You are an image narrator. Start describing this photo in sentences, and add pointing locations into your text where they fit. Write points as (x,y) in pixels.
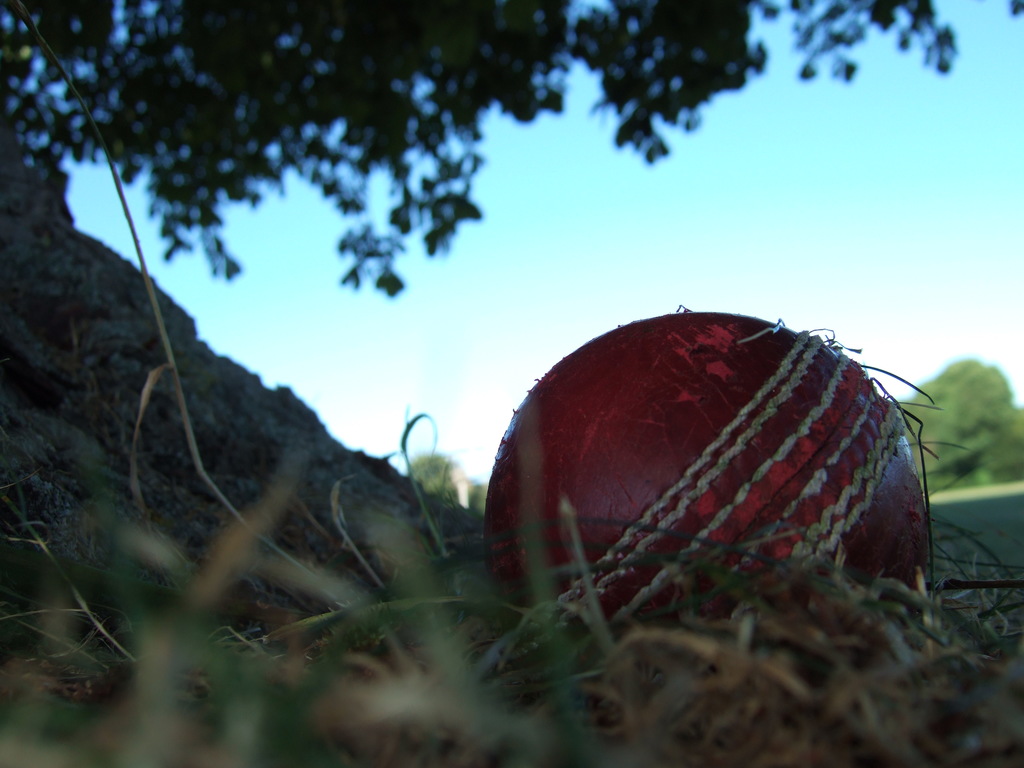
In this image I can see the ball (668,501) and the grass (380,659). In the background (555,258) I can see the trees (307,457) and the sky (566,213).
